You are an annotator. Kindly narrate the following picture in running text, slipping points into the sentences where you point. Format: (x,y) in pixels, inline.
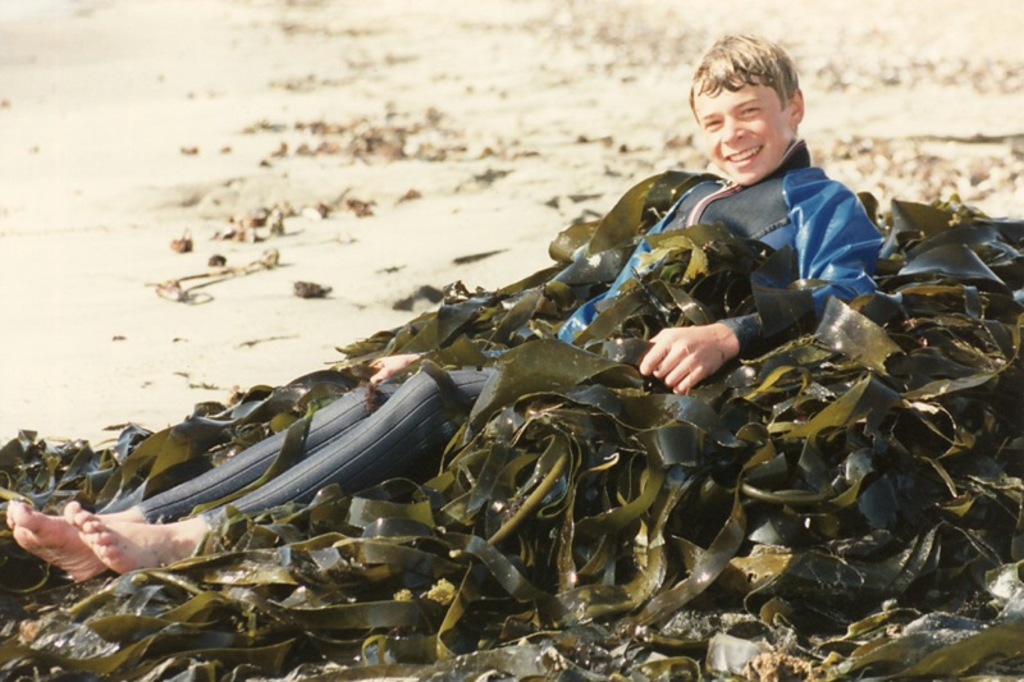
In this image we can see a person (759,143) smiling and the person (753,192) is present in between the green color seaweed (548,564). In the background (385,170) we can see the sand (304,246).
